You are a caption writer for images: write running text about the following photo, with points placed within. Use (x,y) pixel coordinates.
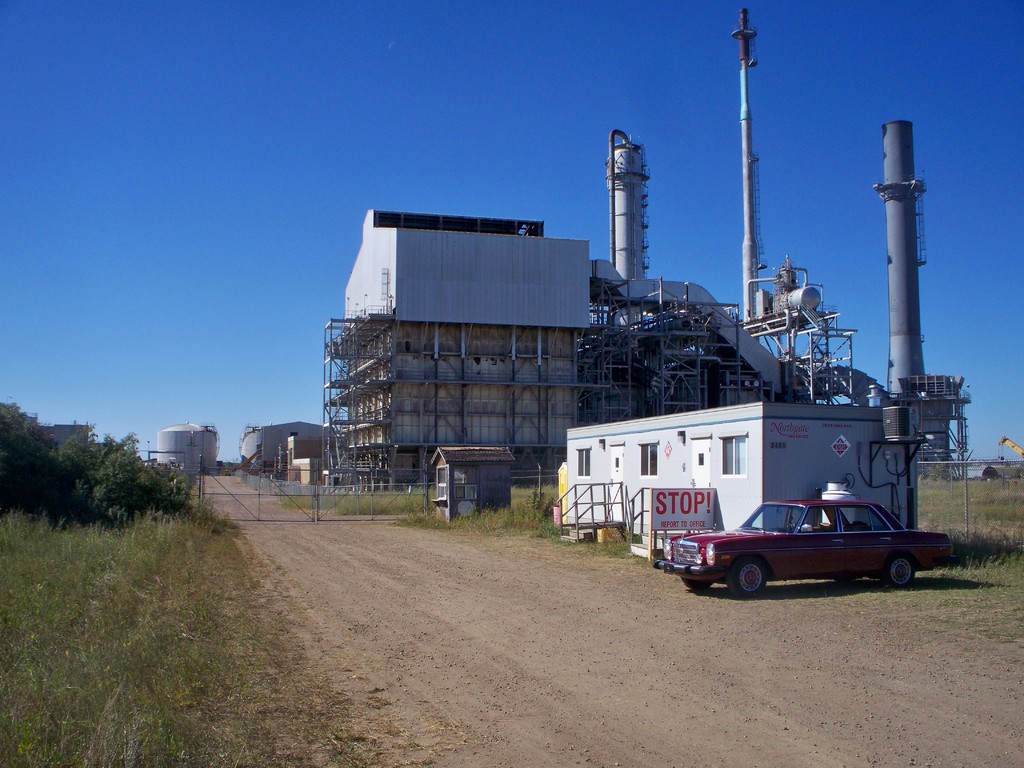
There is a red color car (808,526) in the right corner (850,526) and there is a house (746,483) beside it and there is a factory (637,337) in the background (543,373) and the sky (267,142) is blue in color.
